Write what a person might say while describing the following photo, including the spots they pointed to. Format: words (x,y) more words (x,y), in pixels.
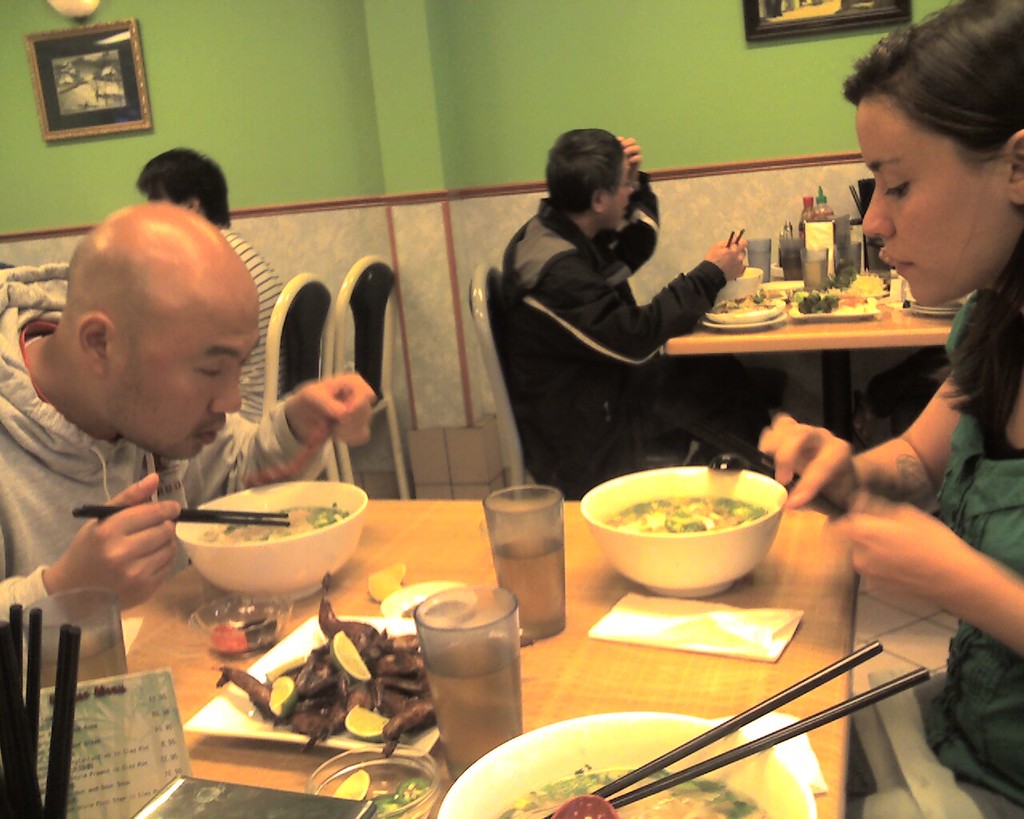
There is a group of people (593,328). They are sitting on a chairs (502,346). There is a table (796,707). There is a glass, bowl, stick (783,730), tissue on a table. We can see in the background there is a photo frame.
